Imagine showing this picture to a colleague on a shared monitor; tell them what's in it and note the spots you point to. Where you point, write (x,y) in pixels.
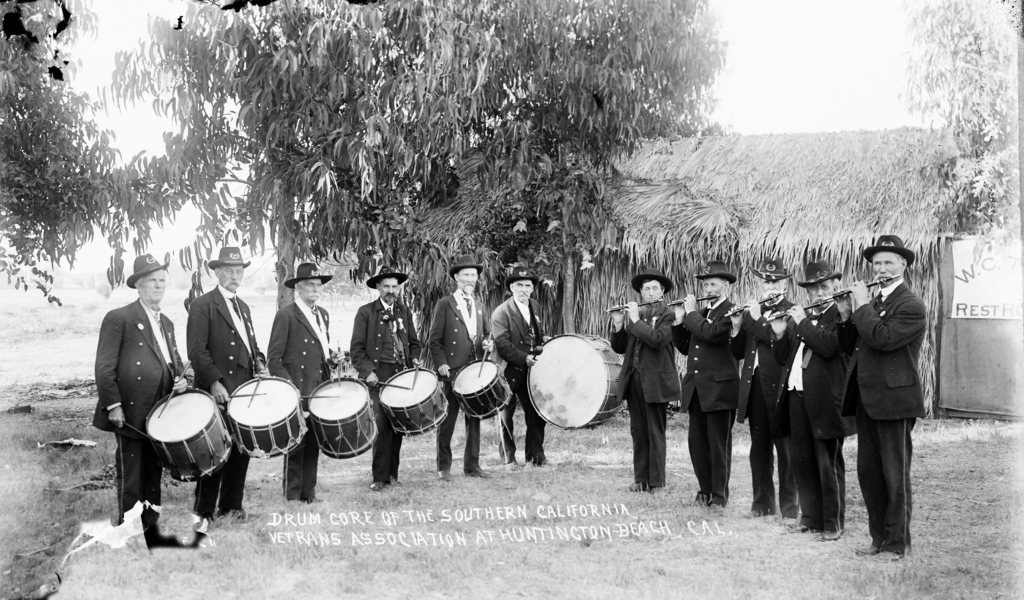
In this picture there are many men (361,346) standing holding drums (492,417) in their hands (117,423) and some of them are playing flute (748,308). All of them are wearing hats (133,278) on their heads (884,268). In the background (780,225) there is a hut (742,185) and trees (428,62) here. We can observe a sky (823,72) too.
